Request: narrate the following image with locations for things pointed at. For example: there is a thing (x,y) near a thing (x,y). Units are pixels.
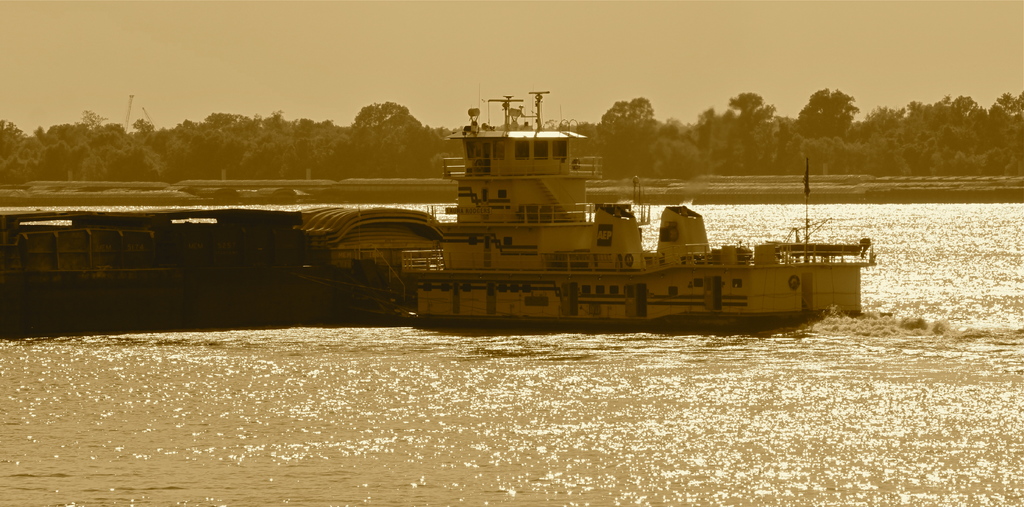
In this picture we can see a ship (521,243) on water (297,496), platform (185,303), trees (875,151) and in the background (901,43) we can see the sky (166,119).
